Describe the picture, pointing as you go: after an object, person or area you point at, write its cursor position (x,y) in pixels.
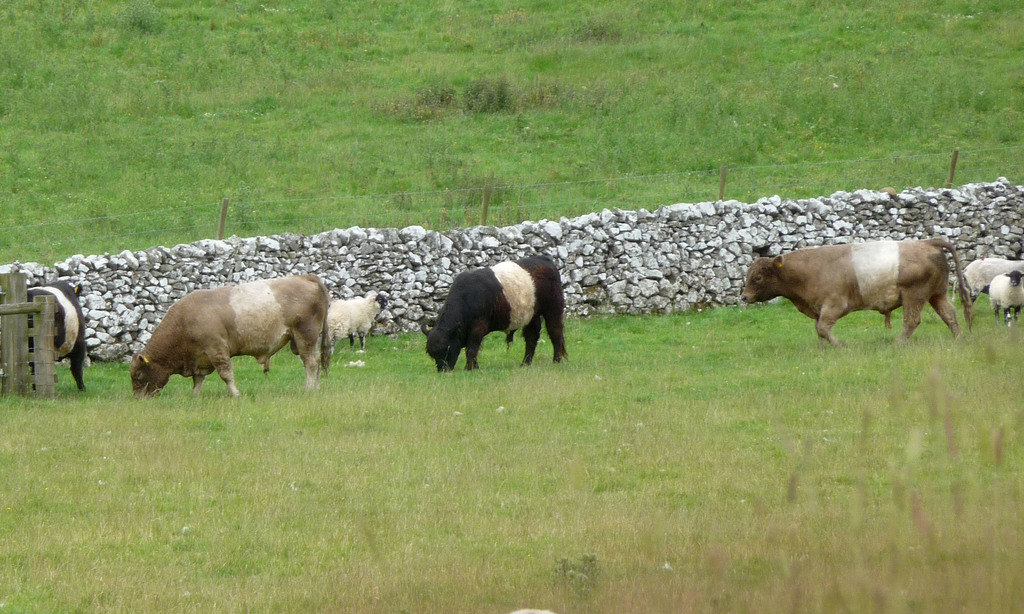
In the picture we can see a grass surface (576,464) on it, we can see some cows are grazing grass (148,452) and behind it, we can see a wall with stones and behind it also we can see a grass surface (464,141).
